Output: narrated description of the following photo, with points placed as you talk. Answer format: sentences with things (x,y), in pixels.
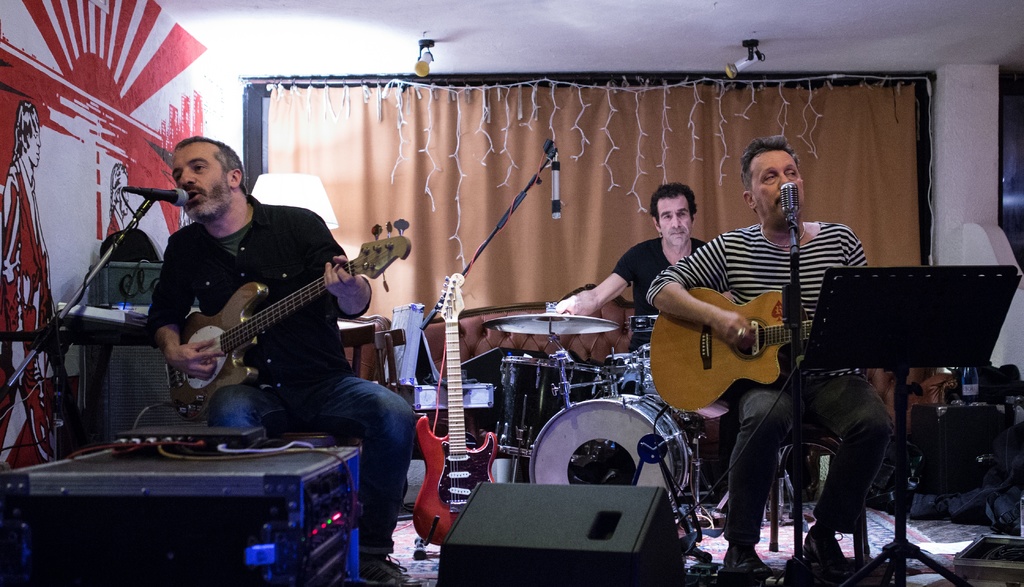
There are two persons (839,524) playing guitar (690,403). These are the lights (266,191). Here we can see a man (685,215) who is playing drums (514,362). These are some musical instruments (608,385). On the background (512,278) there is a curtain (524,266) and this is wall (117,78). And there are lights (430,42).
